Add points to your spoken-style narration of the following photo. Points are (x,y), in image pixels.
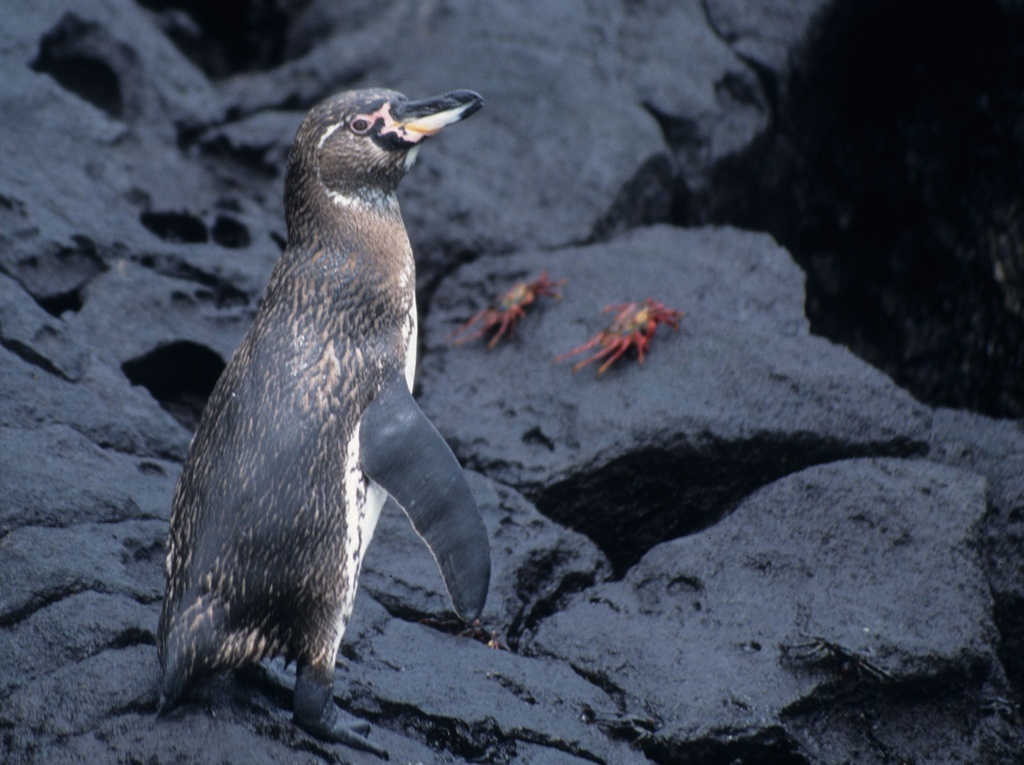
In this picture I can see a penguin (337,327) standing in front (371,301) and in the background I can see 2 crabs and I see that it is a bit blurry in the background (614,239).
